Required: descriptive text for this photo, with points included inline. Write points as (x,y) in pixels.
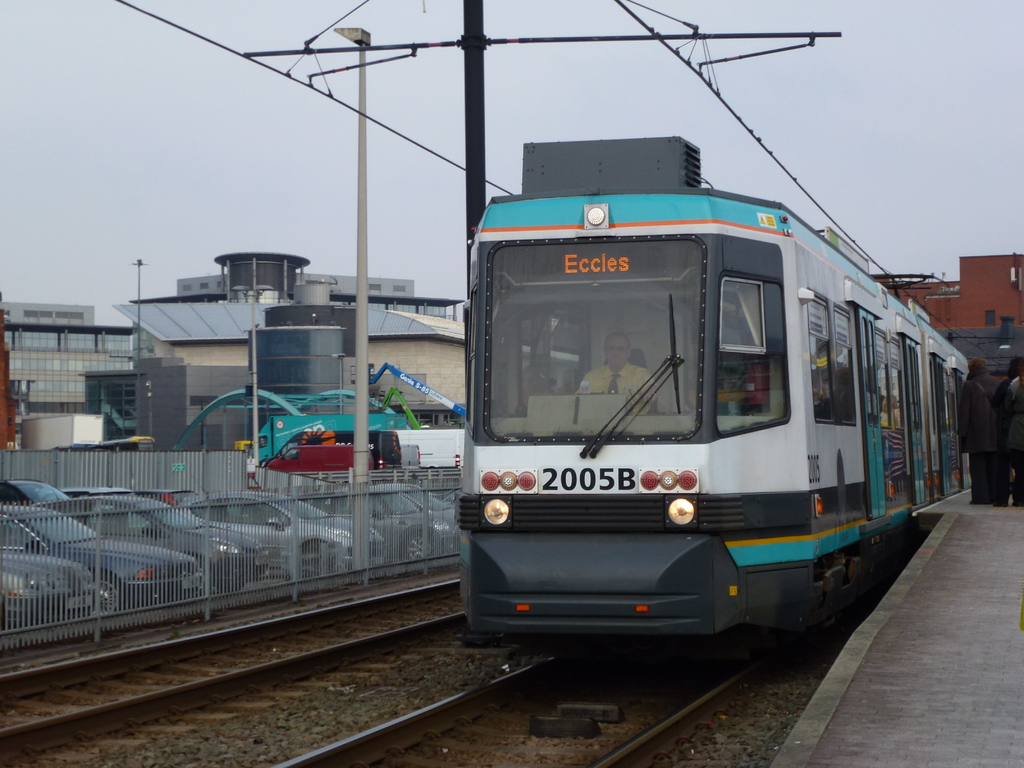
In this image we can see a train (673,389) on the track (679,723), in the train (690,381) we can see the train driver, there we can see a few people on the platform (950,519), a another track (293,634), few stone (594,739), few buildings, an electric pole (471,88) with few electric cables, few poles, a fence (284,490) and a few vehicles (249,497).
